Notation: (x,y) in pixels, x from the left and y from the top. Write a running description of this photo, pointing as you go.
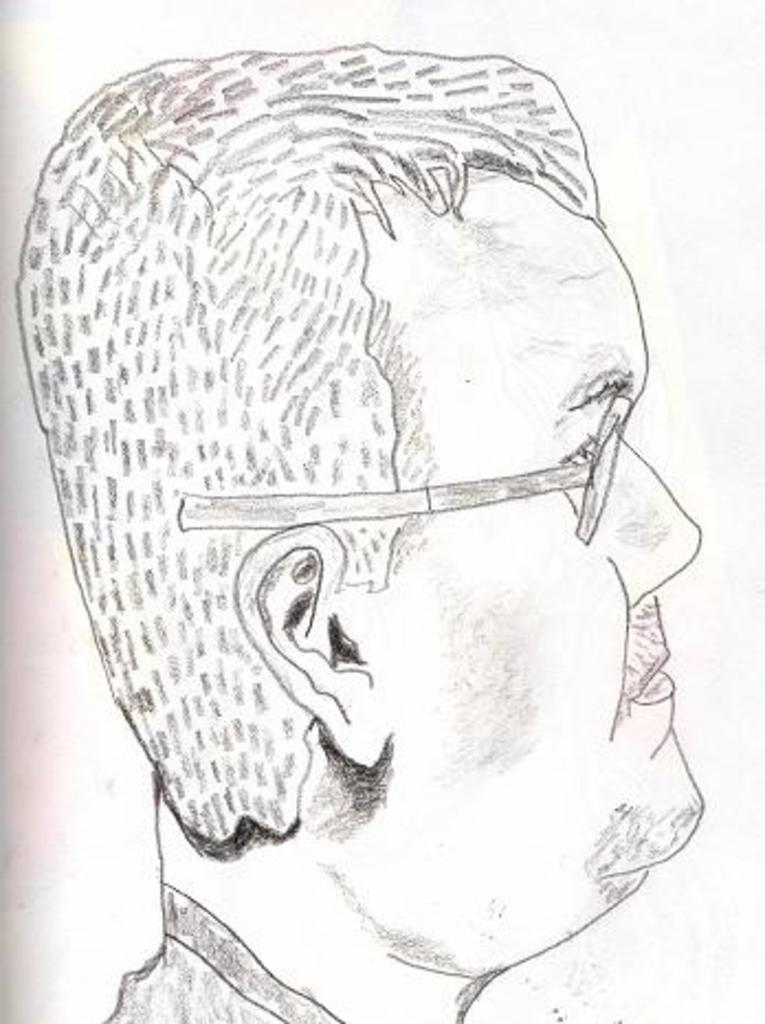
In this image we can see a sketch of a person (319,635).
